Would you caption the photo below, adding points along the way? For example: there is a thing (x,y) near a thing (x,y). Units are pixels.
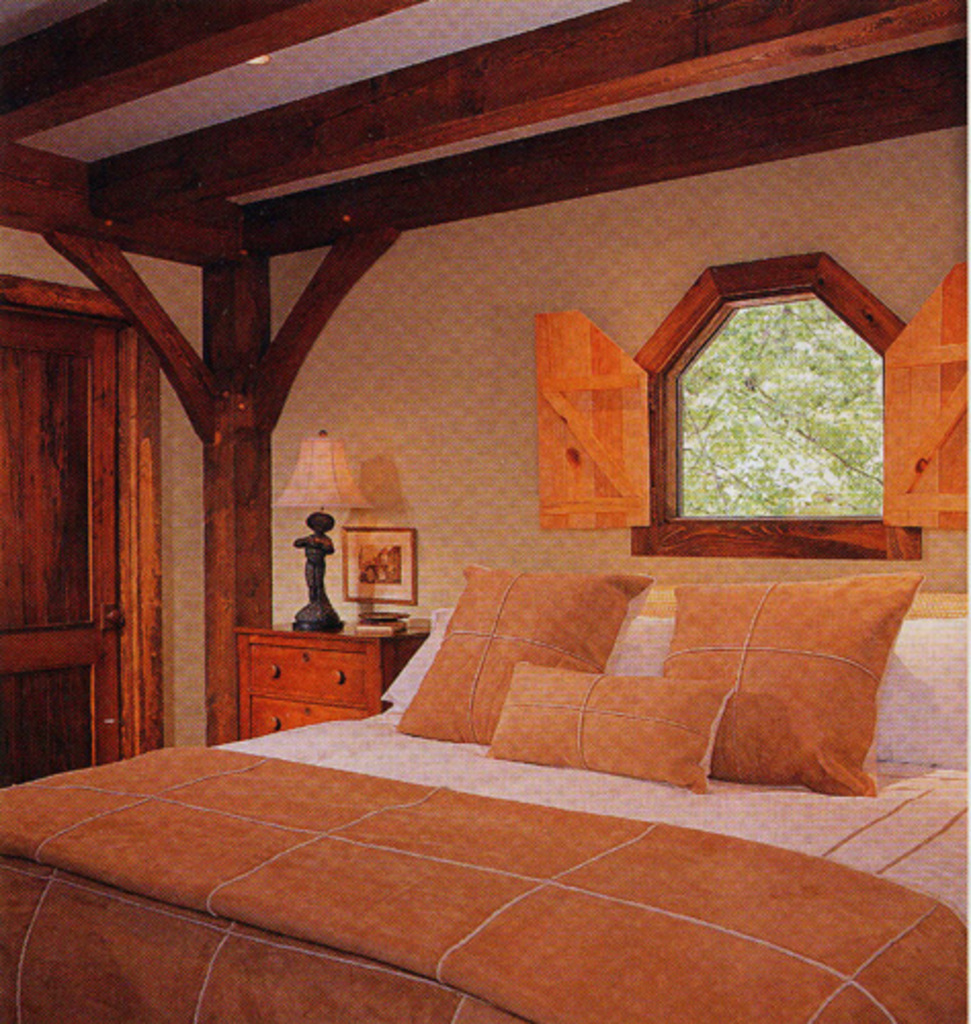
It is an inside view of the house (733,572). Here we can see bed (611,896) with bed sheets (543,837), pillows (575,725). Background (393,560) there is a wall (439,572), photo frame (391,572), lamp (328,462), wooden desk (360,679), door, pillar (219,528), window (743,442).
